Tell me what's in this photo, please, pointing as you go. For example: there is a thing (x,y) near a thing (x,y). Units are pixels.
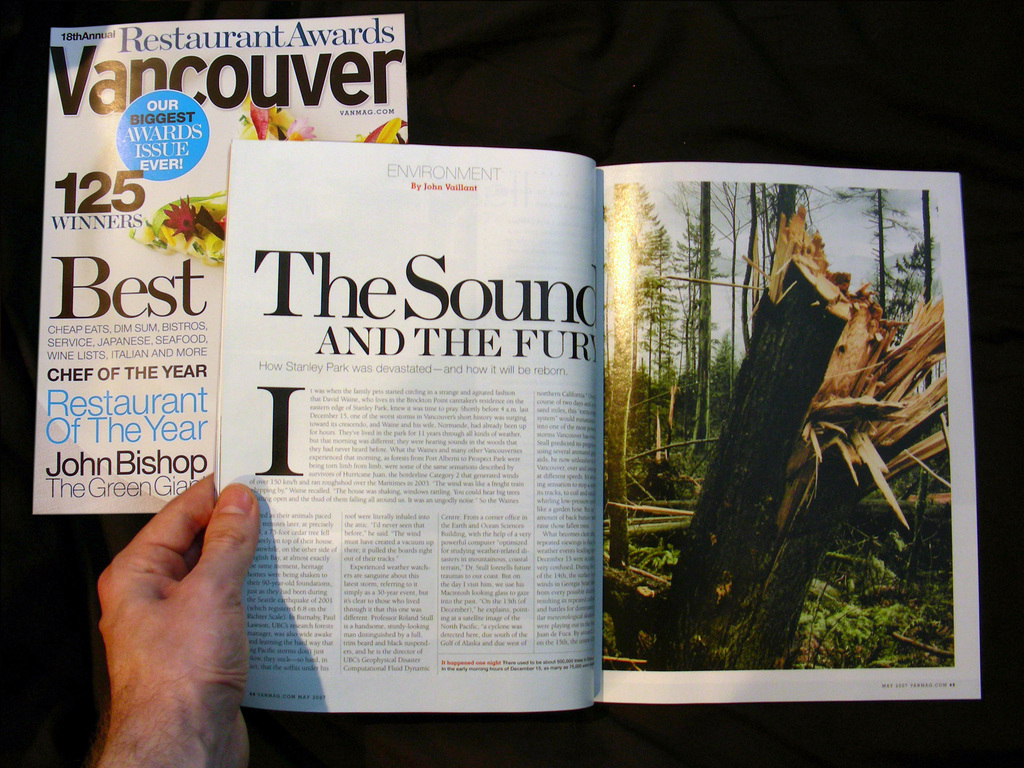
In this image I can see hand (236,522) of a person (213,538) is holding a magazine (490,515). On the pages (511,267) of the magazine (527,240) I can see picture (618,283) of trees (776,557) on the right side (734,329) and on the left side (315,379) I can see something is written. On the top left side of this image (76,69) I can see a white colour paper (44,309) and on it I can see something is written.
